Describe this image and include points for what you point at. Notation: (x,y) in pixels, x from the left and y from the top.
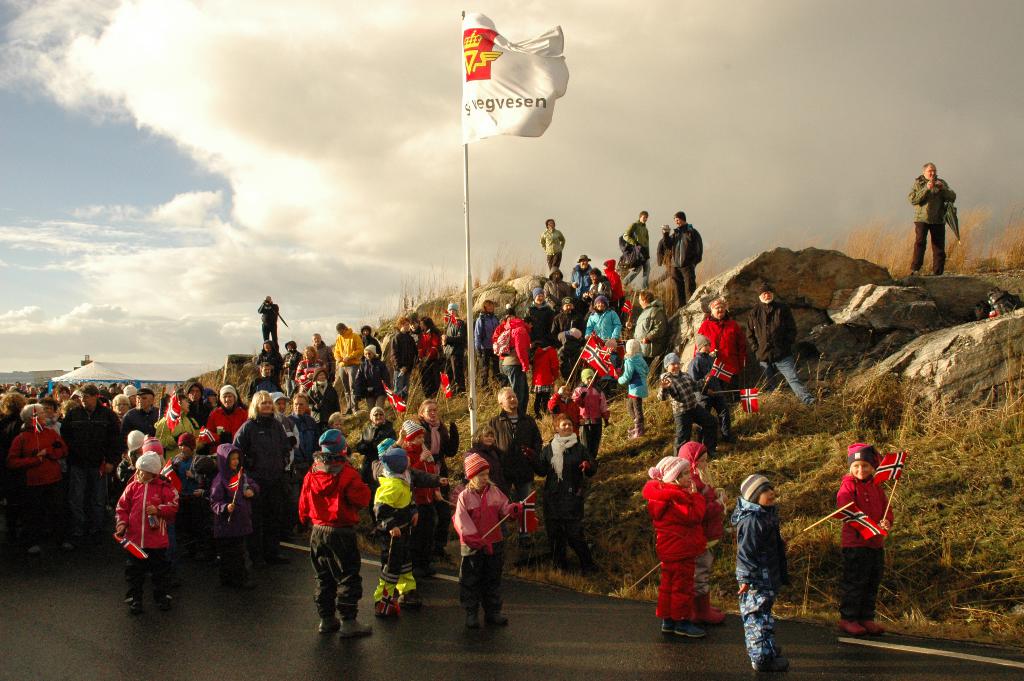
In this picture we can see the group of persons (534,394) were standing near to the flag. At the bottom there is a boy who is wearing hoodie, cap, trouser (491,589) and shoe (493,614), beside him we can see a girl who is wearing jacket (397,494), cap (395,463) and shoe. On the left (26,440) we can see the group of persons (81,526) who are standing on the road (204,634). In the background (123,376) we can see the shed (108,364). At the top (314,124) we can see sky (388,121) and clouds (407,100). On the right (929,226) there is a man (935,240) who is standing near to the stones (882,290).
